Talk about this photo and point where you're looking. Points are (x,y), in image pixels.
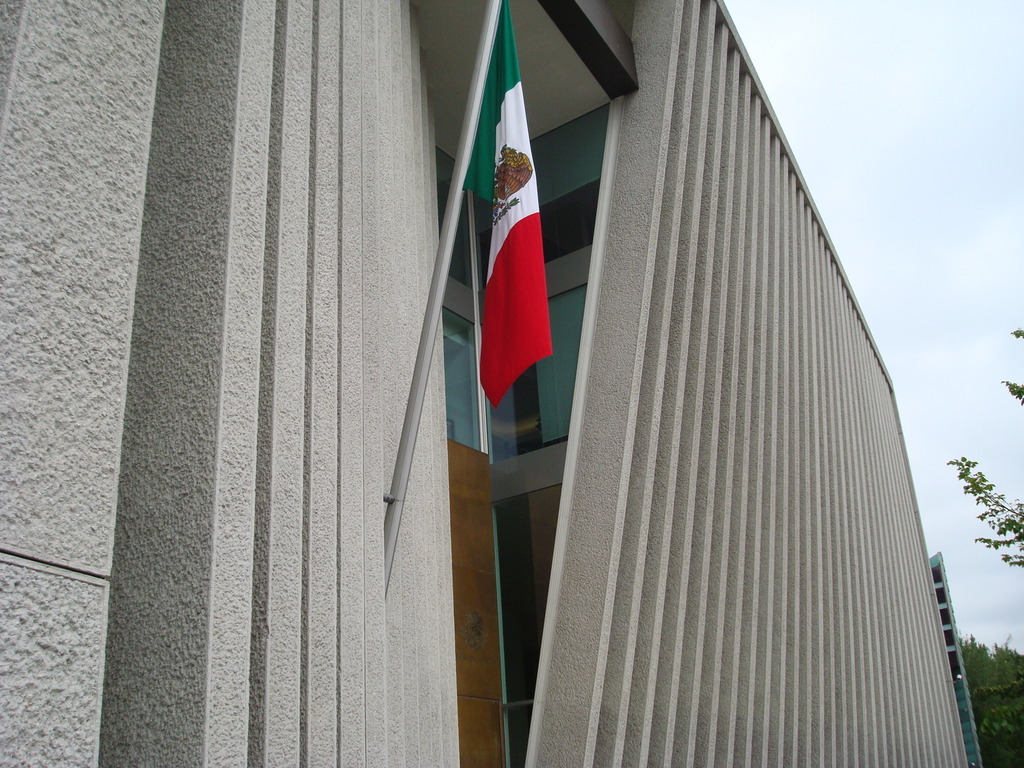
This picture is clicked outside. On the left (262,388) there is a flag (479,169) attached to the wall (371,435) of a building (780,454). In the background (955,191) we can see the sky (955,170), trees (1002,706) and a building (957,663).
